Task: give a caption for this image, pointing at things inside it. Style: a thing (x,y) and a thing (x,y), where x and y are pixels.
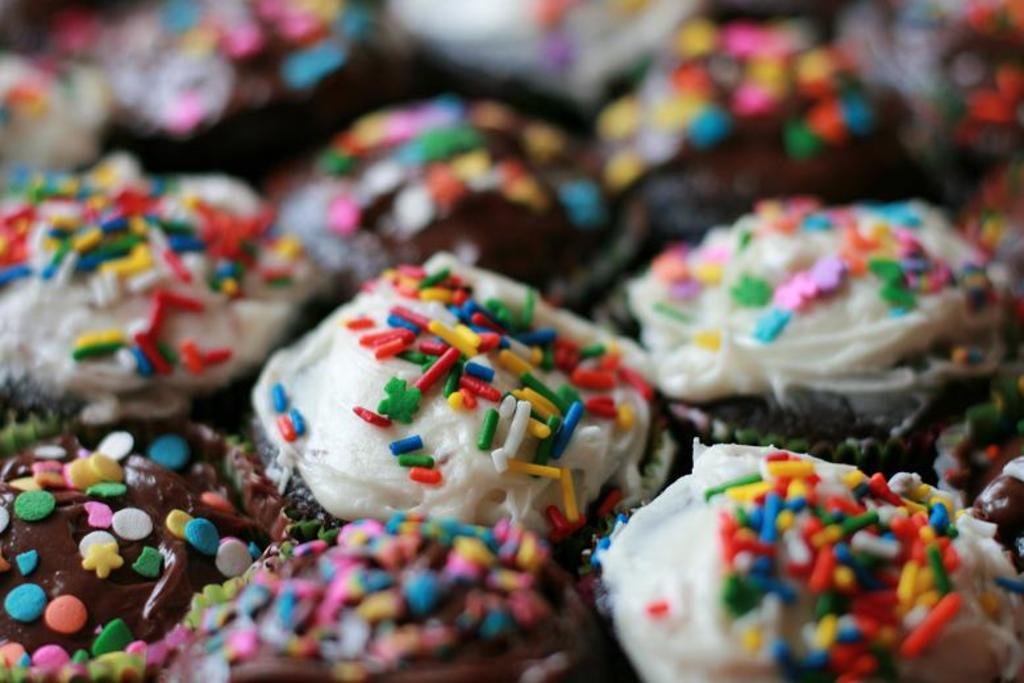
In this image there are many cupcakes (258,531) with cream (326,373) and sprinkles (844,510).
